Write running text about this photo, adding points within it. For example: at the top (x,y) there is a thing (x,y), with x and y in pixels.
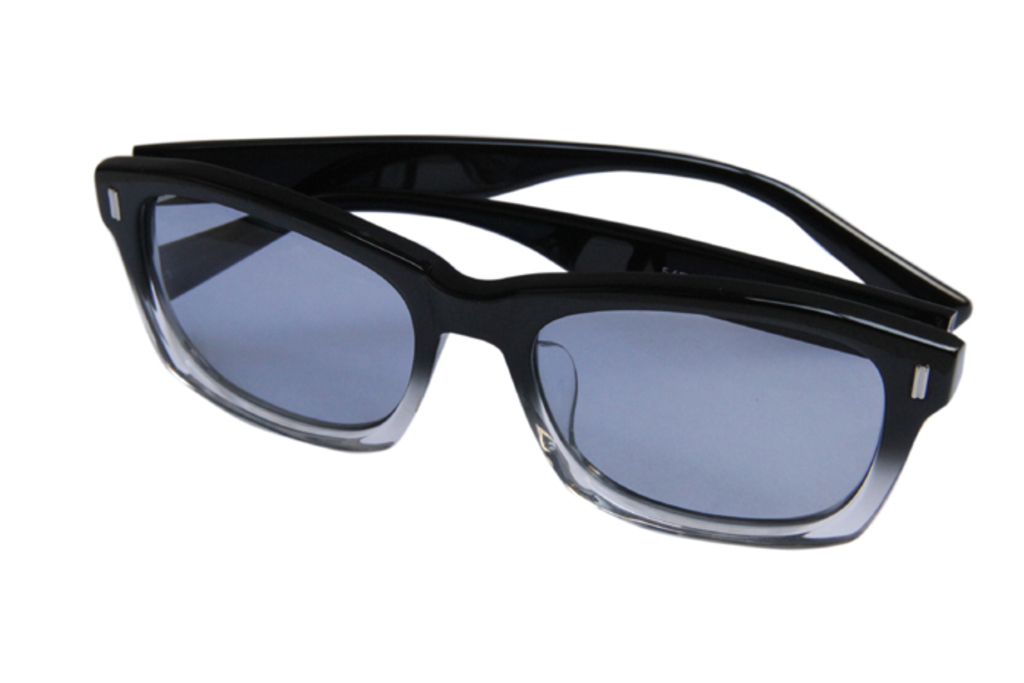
In the center of the image (548,295) we can see sunglasses (501,331), which is in black color.
